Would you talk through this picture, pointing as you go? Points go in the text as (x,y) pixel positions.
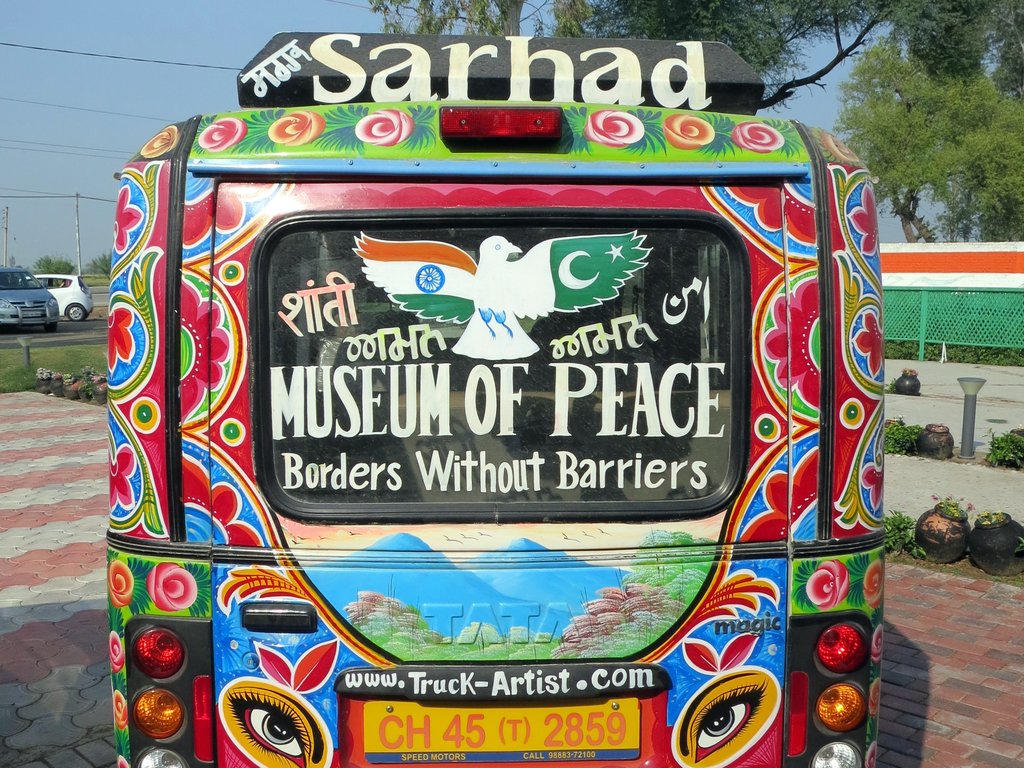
In this picture we can see a bus (361,388) in the front (404,257), in the background (938,147) we can see trees (421,17), cars (79,287), a pole (79,246), some wires (71,195) and grass (76,357), on the right side (991,541) we can see pots (959,525), there is the sky (100,35) at the top of the picture (112,47), we can see some text (397,344) on the bus (414,412).
